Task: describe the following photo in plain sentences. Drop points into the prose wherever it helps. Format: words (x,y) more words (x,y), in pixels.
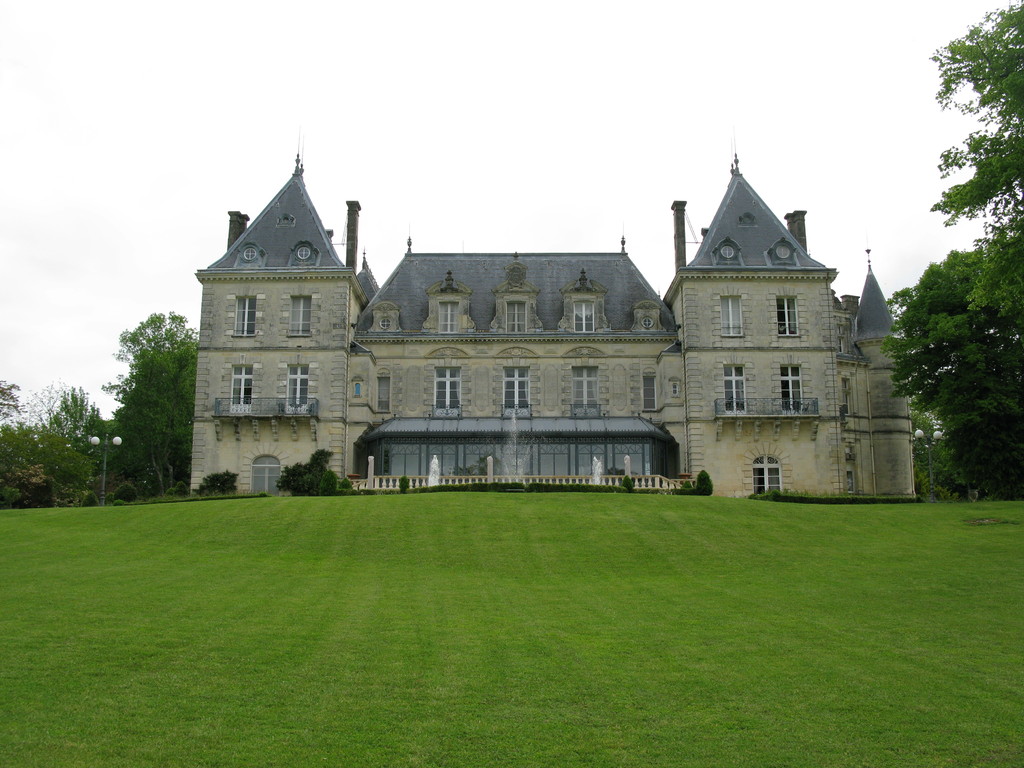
In the center of the image (385,454) we can see a building (578,265) and there are trees (113,434). We can see poles (931,449). There is a fountain (518,453). In the background (547,172) there is sky (464,105).
